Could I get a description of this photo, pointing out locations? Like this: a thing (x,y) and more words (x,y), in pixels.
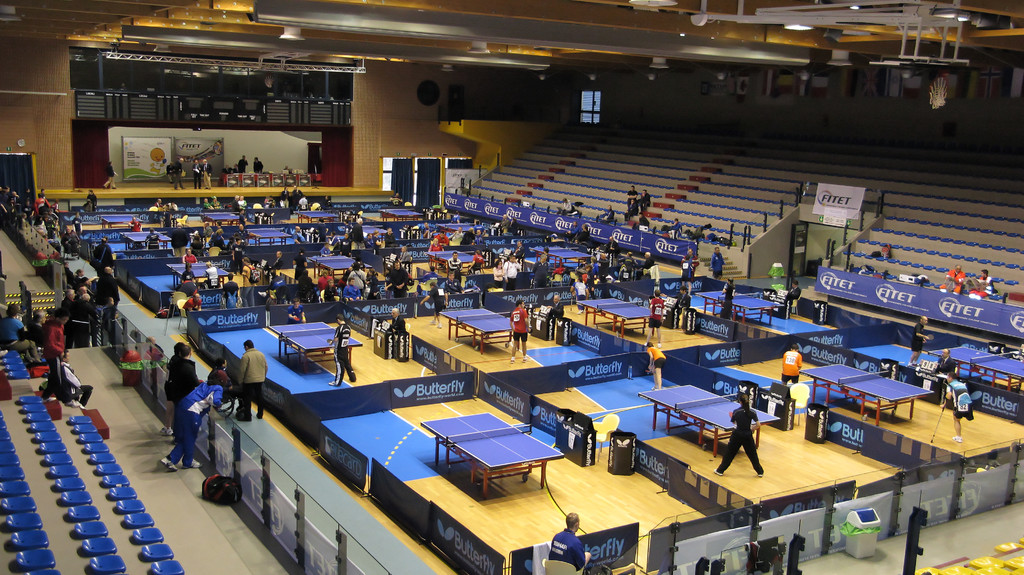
There is an auditorium (784,101) in which there are many table tennis sections (442,313). People (186,345) are present. There are blue seats (1004,249) at the left (78,505) and right. There is a trash bin (865,538) at the front (860,518). There are curtains (19,167) at the left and right back. There is a stage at the back (271,165) on which people (240,169) are present. There is a window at the back (591,104). There are boards (876,437) at the right (827,198).
